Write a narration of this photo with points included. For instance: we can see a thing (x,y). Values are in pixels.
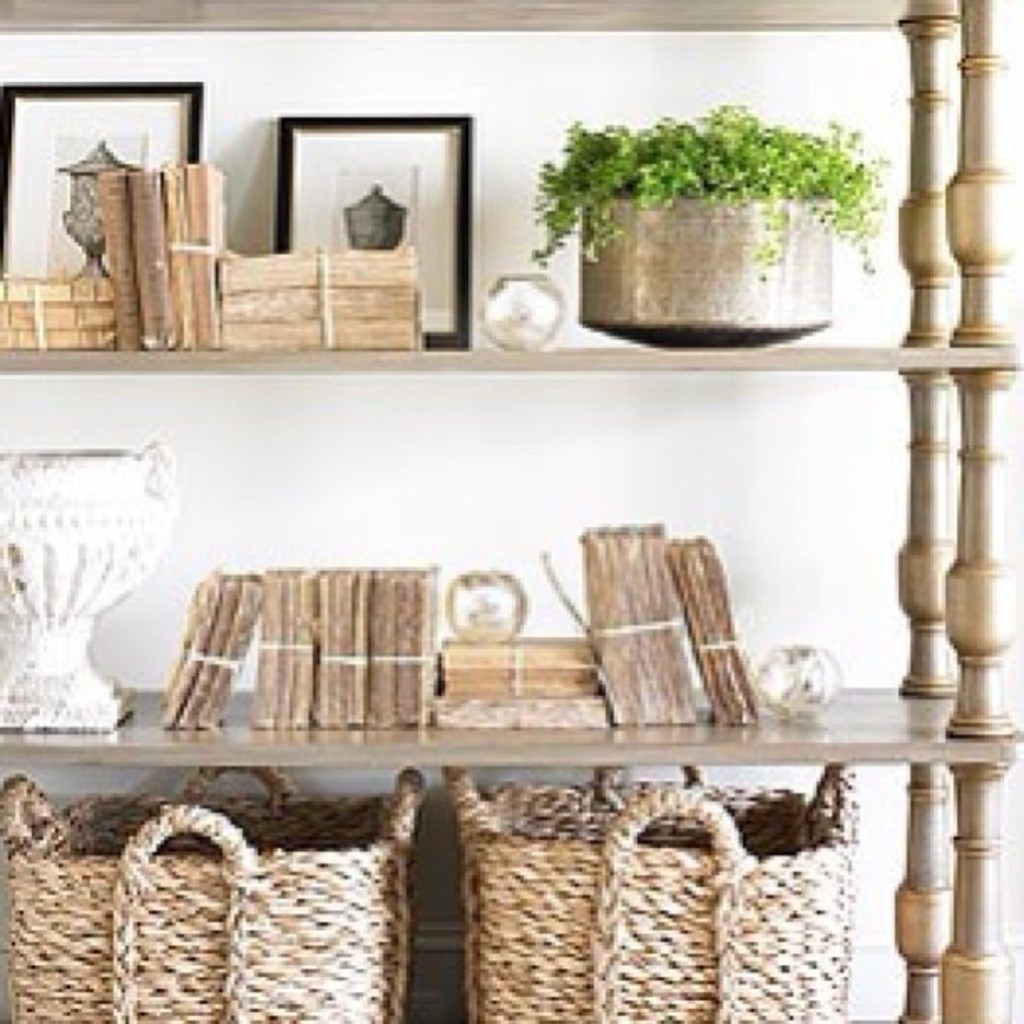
In this picture we can see baskets (790,875), books (589,679), flower pot (65,458), bowl (629,291) with leaves (758,177) in it and some objects (88,153) and these all are placed in racks (931,178) and in the background (678,81) we can see the wall (703,435).
